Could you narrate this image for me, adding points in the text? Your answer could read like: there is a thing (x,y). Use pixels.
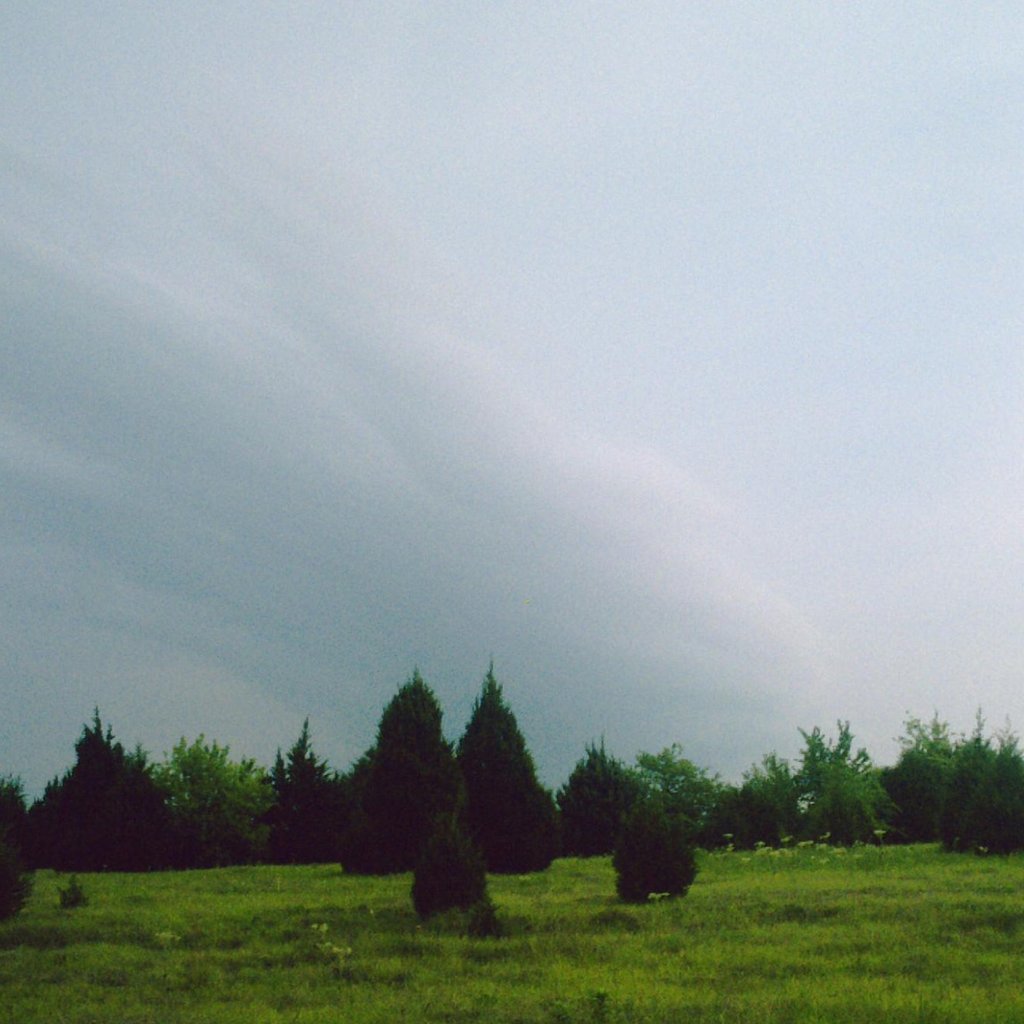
In the foreground of this image (901,944), there is grass (859,851), trees (741,808) and at the top (661,62), there is the sky (395,128) and the cloud (5,354).
